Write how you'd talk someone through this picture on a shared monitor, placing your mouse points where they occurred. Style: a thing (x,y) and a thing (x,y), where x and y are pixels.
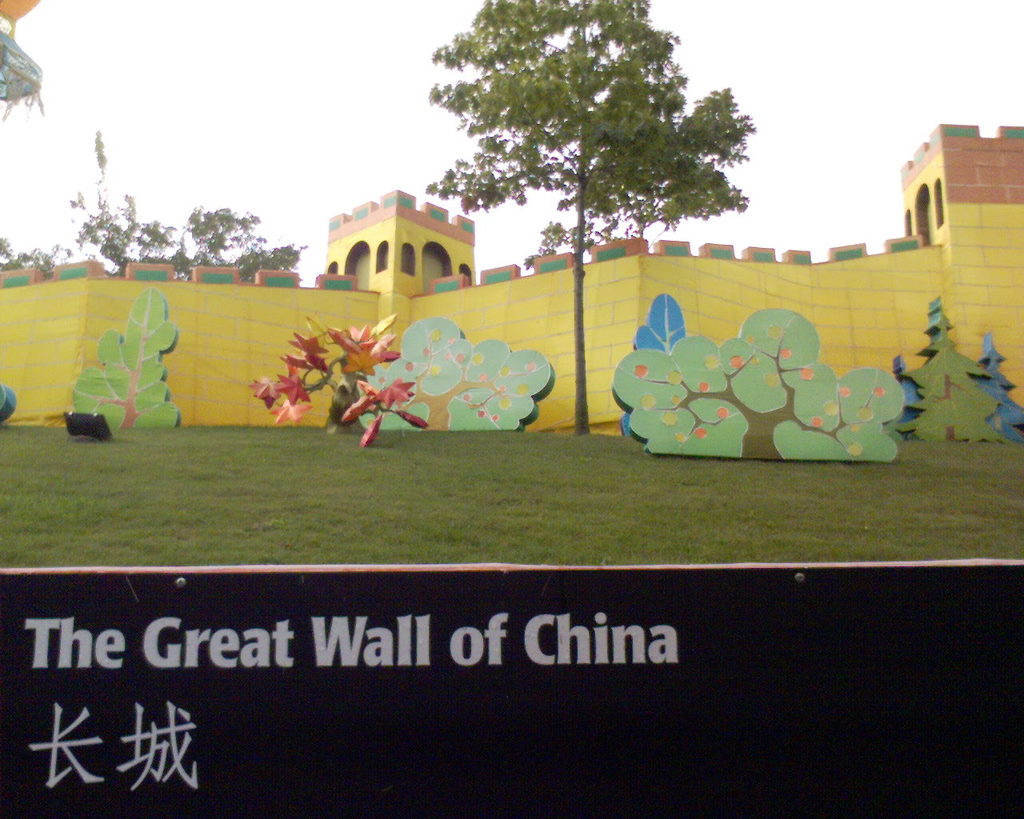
In the picture we can see an artificial china wall (831,284) and near to it, we can see a tree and in the background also we can see a tree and a sky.
